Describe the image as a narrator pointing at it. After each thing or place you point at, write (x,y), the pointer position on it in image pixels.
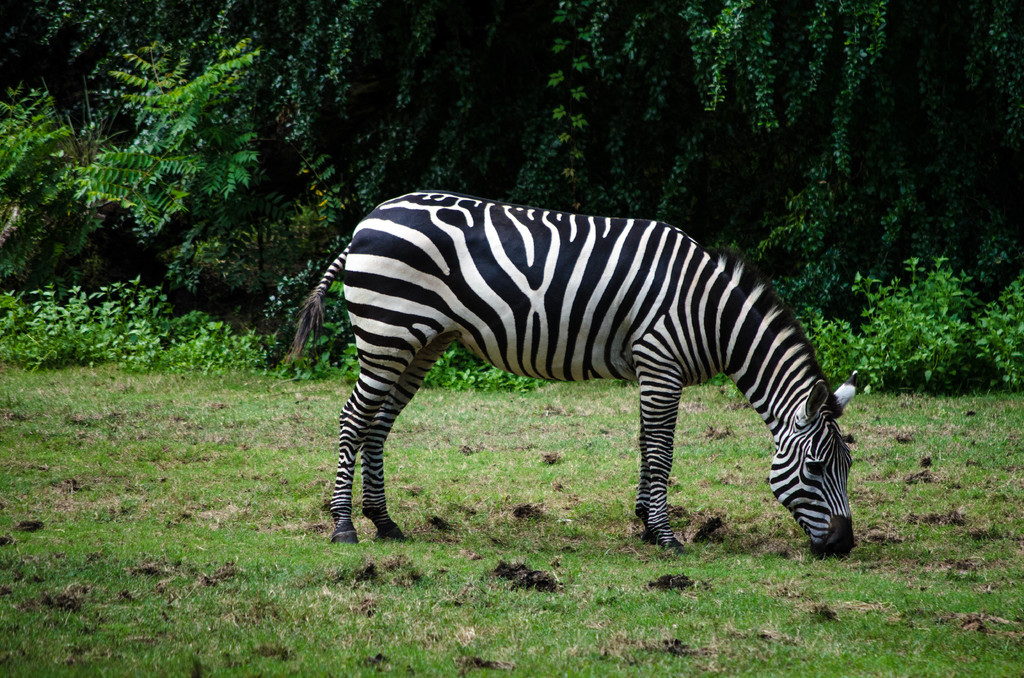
In the center of the image (587,329), we can see a zebra (497,318) and in the background (602,190), there are trees (721,158). At the bottom (232,595), there is ground (103,657).
